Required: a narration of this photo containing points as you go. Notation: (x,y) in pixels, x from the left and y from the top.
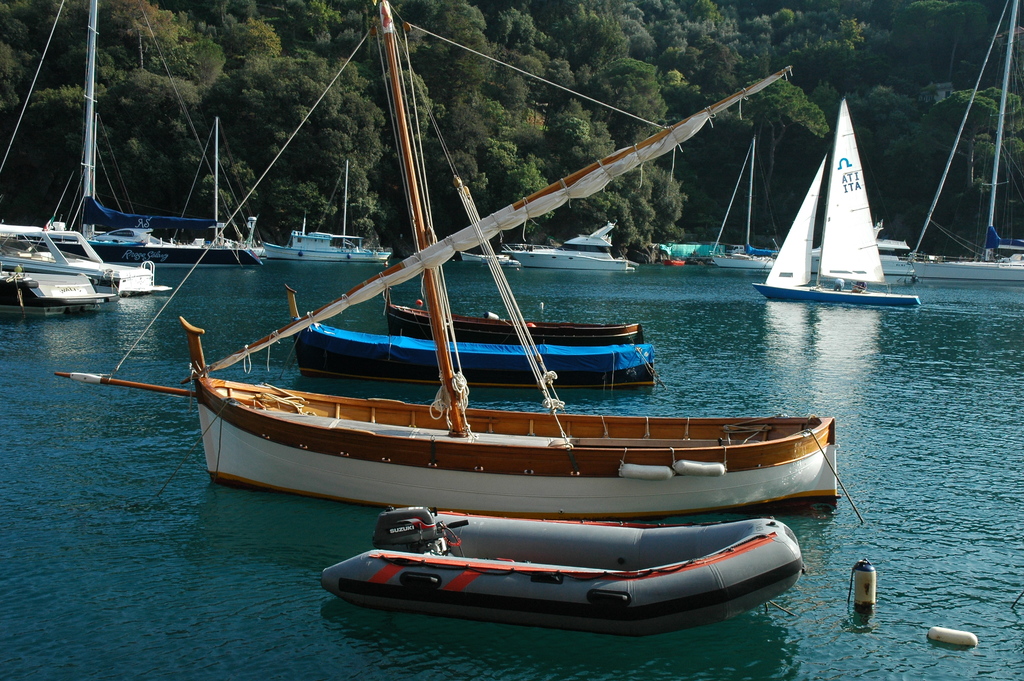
In this image, there is water (135,567), there are some boats (393,484) on the water (23,356), at the background (192,71) there are some green color trees (153,95).
